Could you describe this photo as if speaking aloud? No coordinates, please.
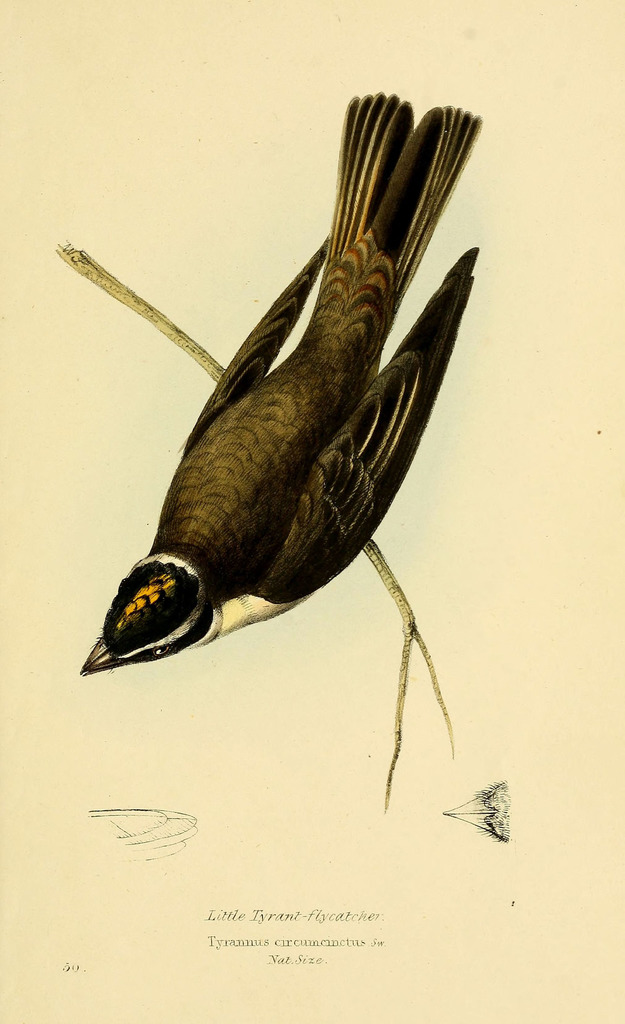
In this image I can see a drawing of a bird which is sitting on a branch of a tree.
